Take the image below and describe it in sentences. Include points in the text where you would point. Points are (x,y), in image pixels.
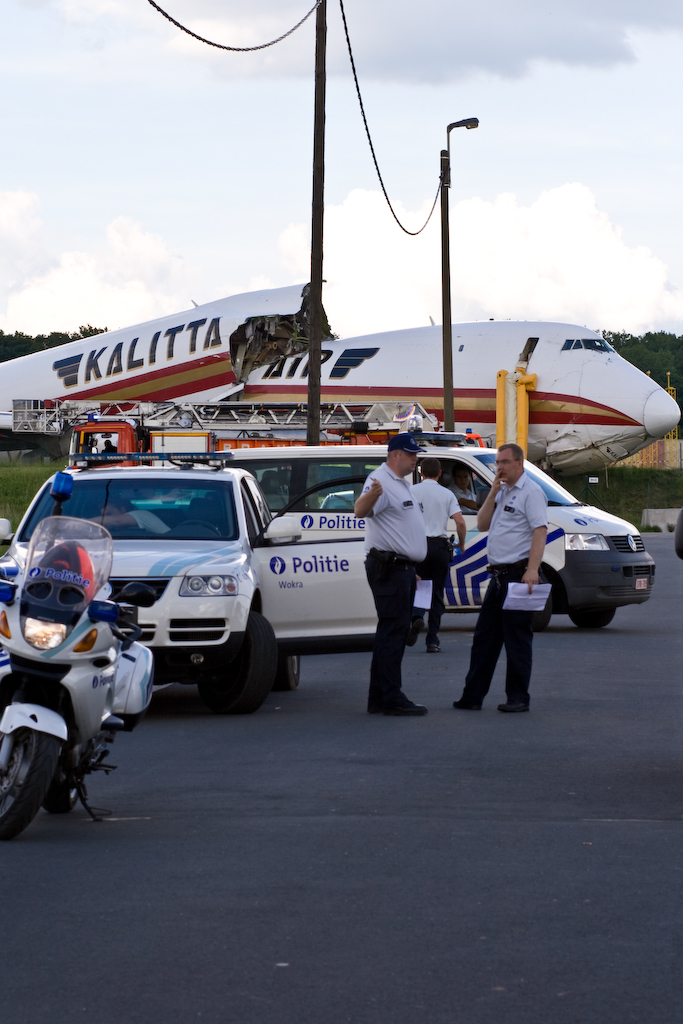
In this image I can see people (408,566) are standing on the road (304,742). Here I can see vehicles (202,532), trees (655,351) and pole lights (449,274) which has wires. In the background (532,201) I can see an aeroplane (553,421) and the sky (521,155).
